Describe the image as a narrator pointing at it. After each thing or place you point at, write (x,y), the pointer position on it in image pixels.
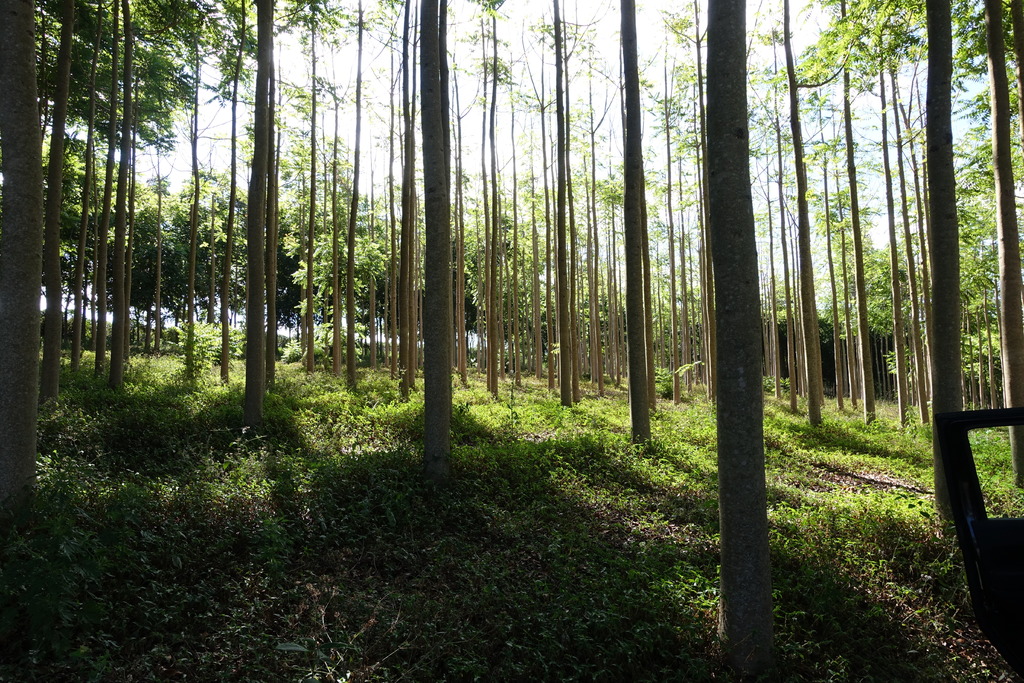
In this image front there is a tree (734,418). In the center (386,448) there is grass (487,453) on the ground (487,453) and in the background (385,323) there are trees (548,315).
